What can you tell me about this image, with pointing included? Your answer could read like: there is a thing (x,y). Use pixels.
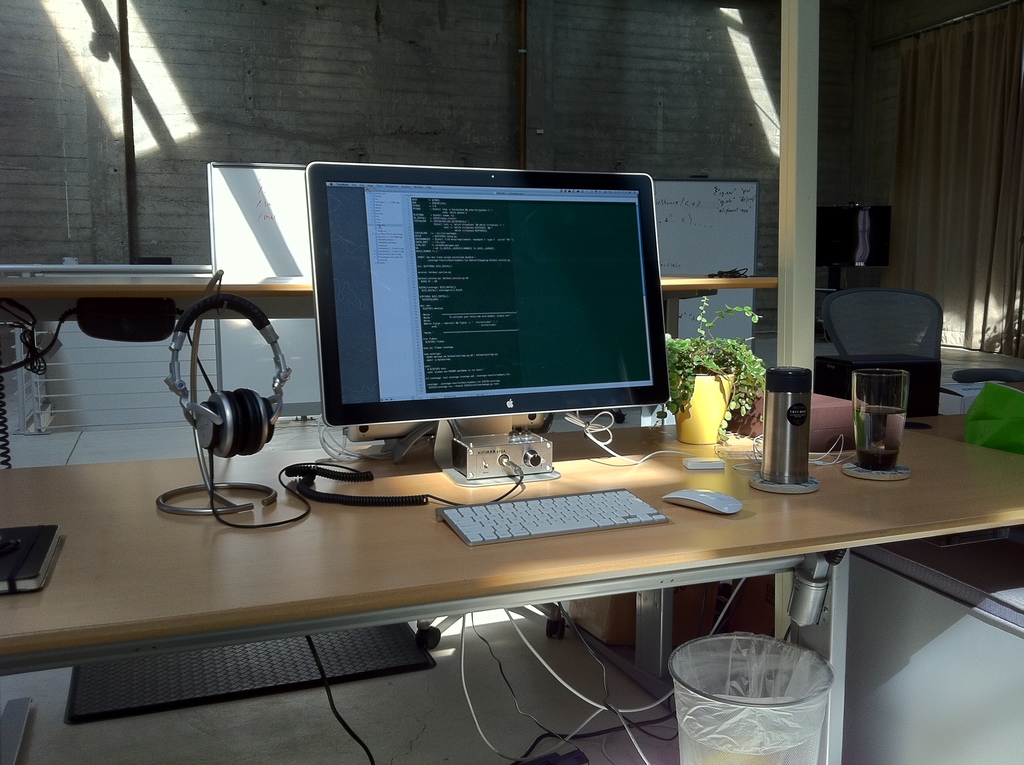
In the center of the image (591,343) we can see a screen (597,387), keyboard (491,517), mouse (677,498), headphones (308,485), bottle (791,454), glass (893,425) filled with water (893,422), a plant (734,378) are placed on the table (400,538). To the right side of the image (733,643) we can see trash bin (801,668), chair (872,301), television (860,234). In the background (701,246), we can see a board (701,232), pole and curtains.
